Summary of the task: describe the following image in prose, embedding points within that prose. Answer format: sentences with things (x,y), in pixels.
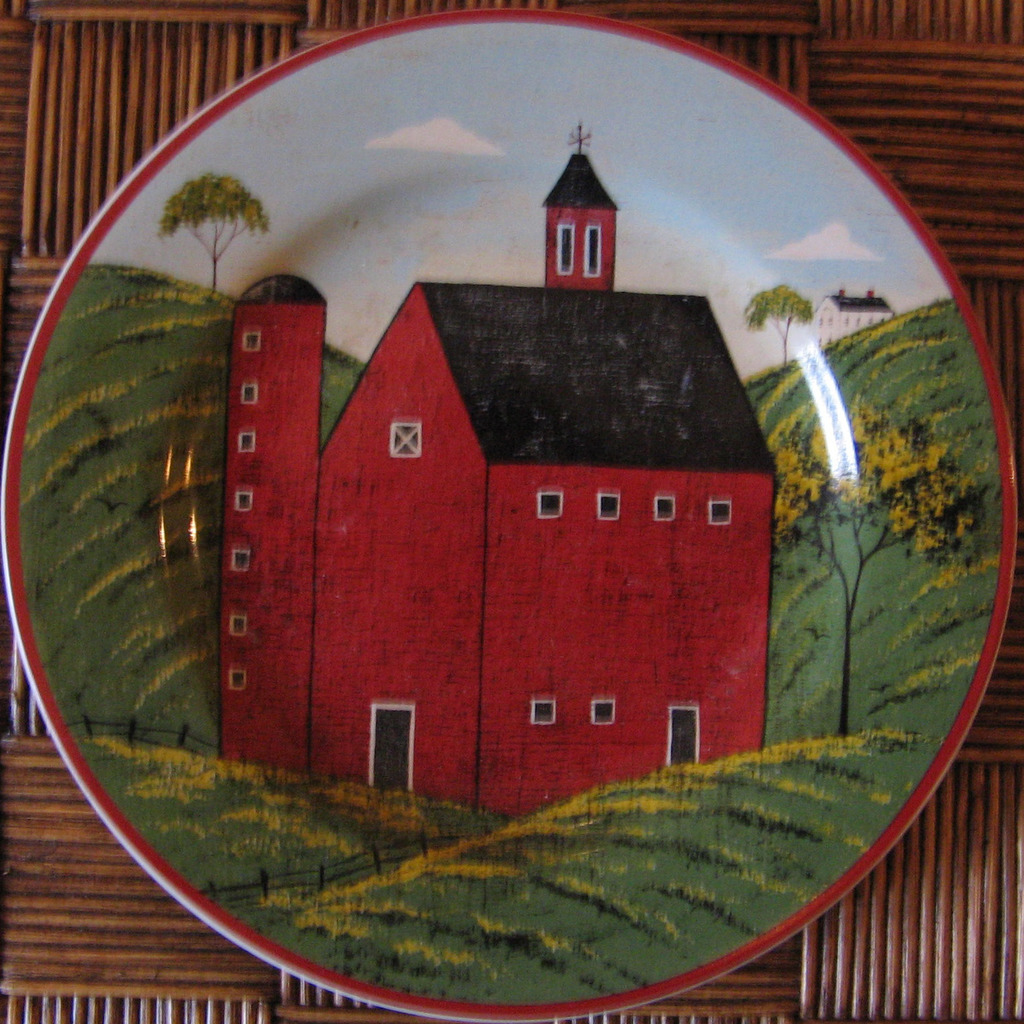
In this image we can see there is a table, on the table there is a plate (468,555) with house (575,291), trees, fence (255,886) and the grass (432,895).
